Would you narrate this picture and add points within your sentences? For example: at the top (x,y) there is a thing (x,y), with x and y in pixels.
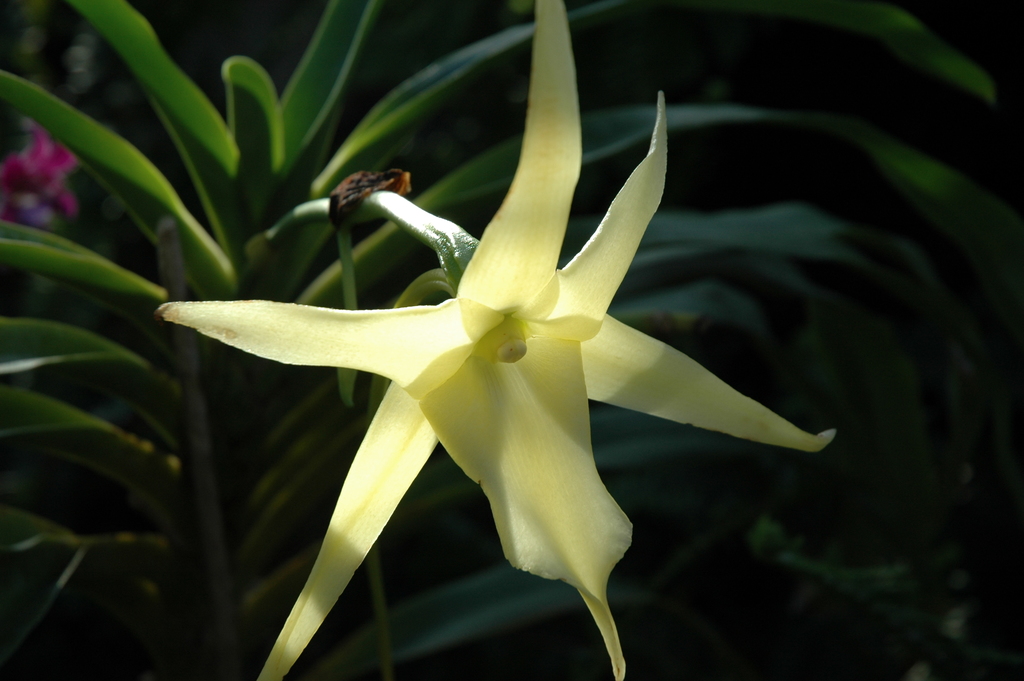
In this image, there are a few plants (430,370). Among them, we can see a flower (488,246) and an object (346,196) on one of the plants (300,230).
